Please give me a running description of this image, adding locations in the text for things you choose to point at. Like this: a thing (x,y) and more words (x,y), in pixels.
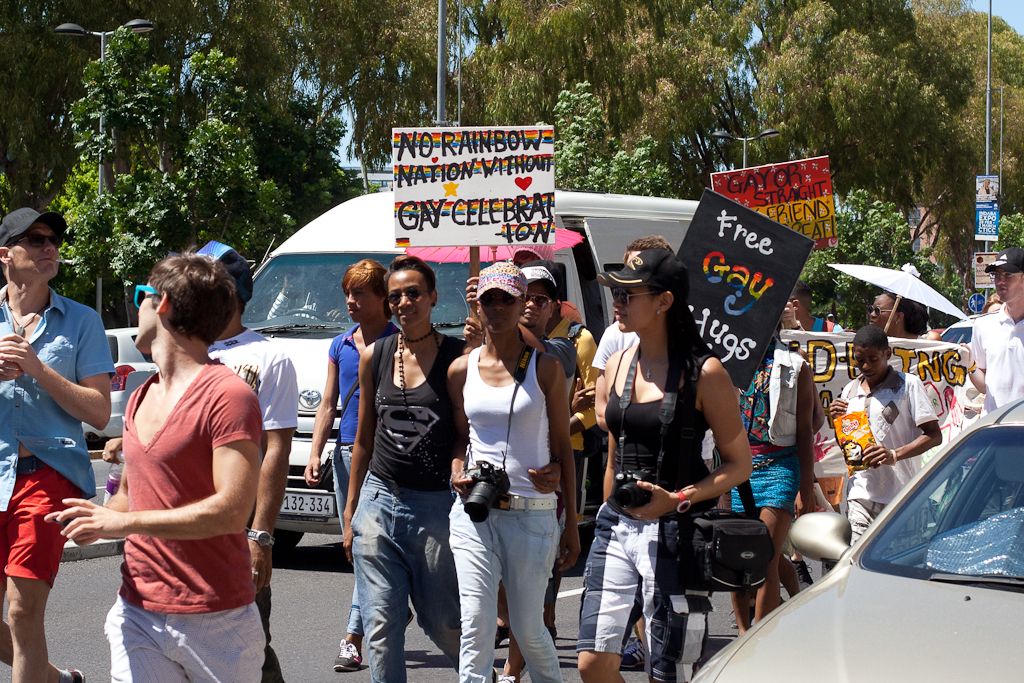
In this picture we can see vehicles (956,573) and a group of people (467,392) walking on the road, cameras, bag (716,532), banner (963,375), boards (797,227), umbrella (897,285), poles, trees (278,126) and in the background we can see the sky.
